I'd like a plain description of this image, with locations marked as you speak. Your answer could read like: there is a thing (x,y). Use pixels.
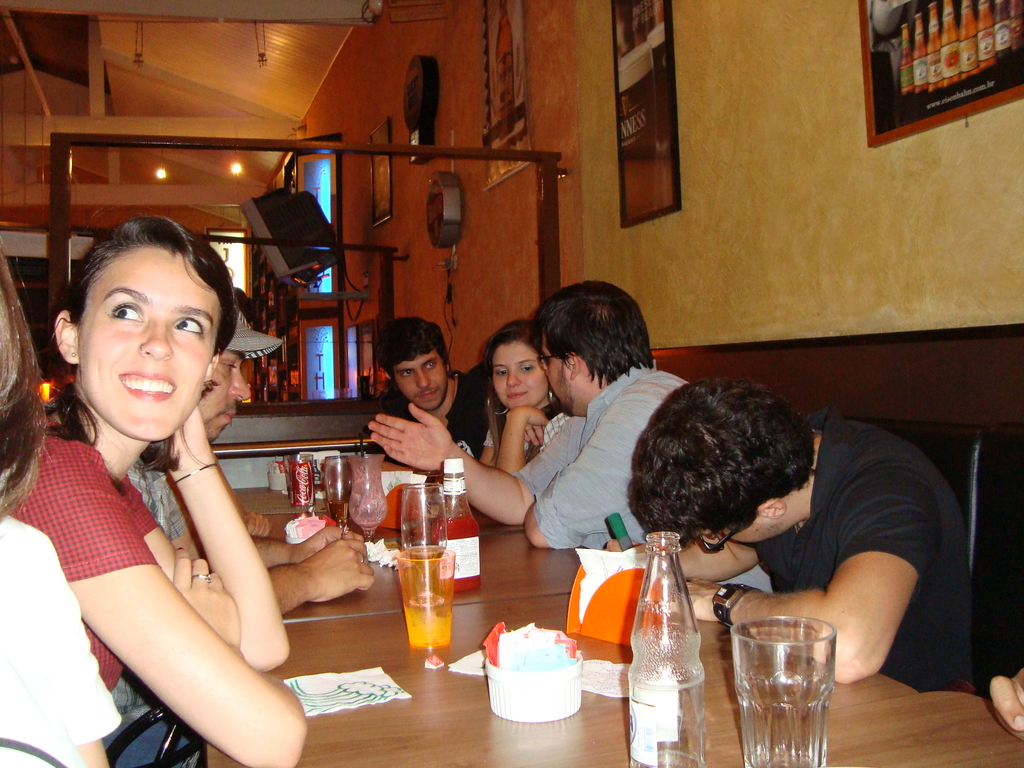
Here we can see some persons (675,501) are sitting on the sofa (1008,590). This is table (396,739). On the table (367,751) there are glasses (436,490), bottles (640,727), and tin (306,485). On the background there is a wall (749,116) and these are the frames (636,5). There are lights (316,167).
